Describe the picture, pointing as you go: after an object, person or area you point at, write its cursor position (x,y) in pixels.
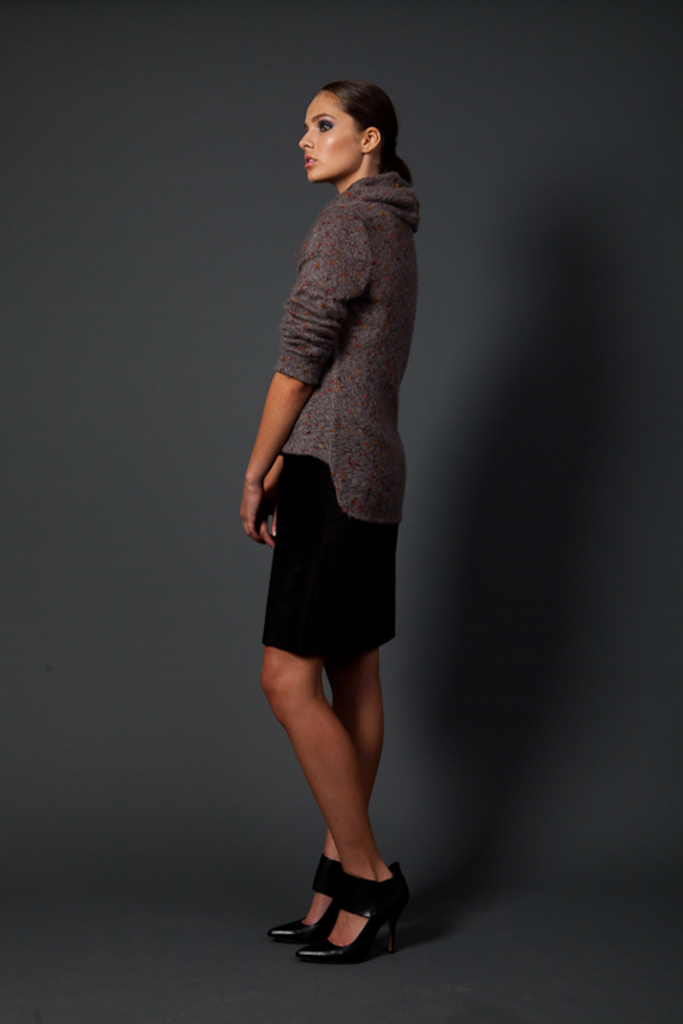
In this picture I can observe a woman (351,410) standing on the floor (240,913) in the middle of the picture (330,549). The background (112,527) is in grey color.
